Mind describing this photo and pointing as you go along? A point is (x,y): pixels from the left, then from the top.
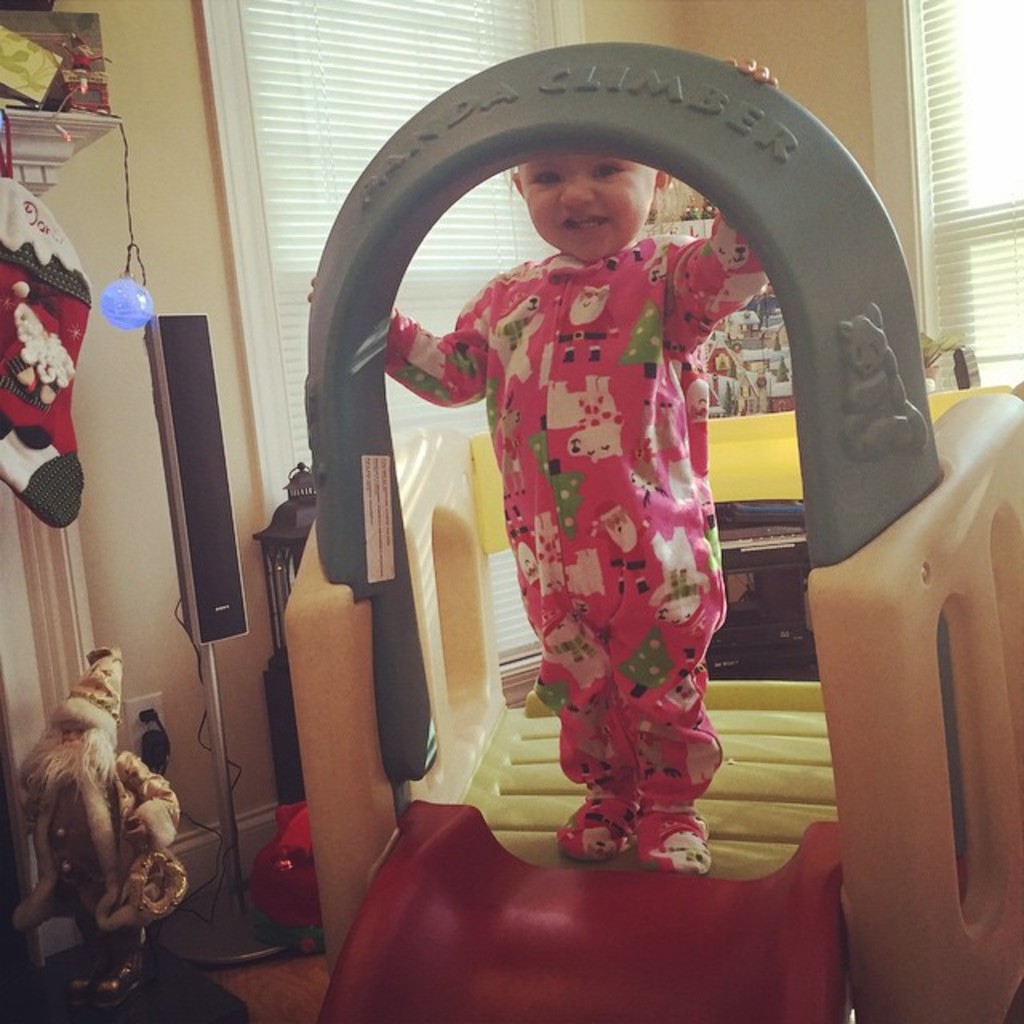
In this picture we can see a kid (582,163) standing on a play slide (665,898) and smiling. In the background (945,55) we can see a wall (800,84) and window blinds (962,91). At the left side of the picture (36,150) we can see objects (120,961).
